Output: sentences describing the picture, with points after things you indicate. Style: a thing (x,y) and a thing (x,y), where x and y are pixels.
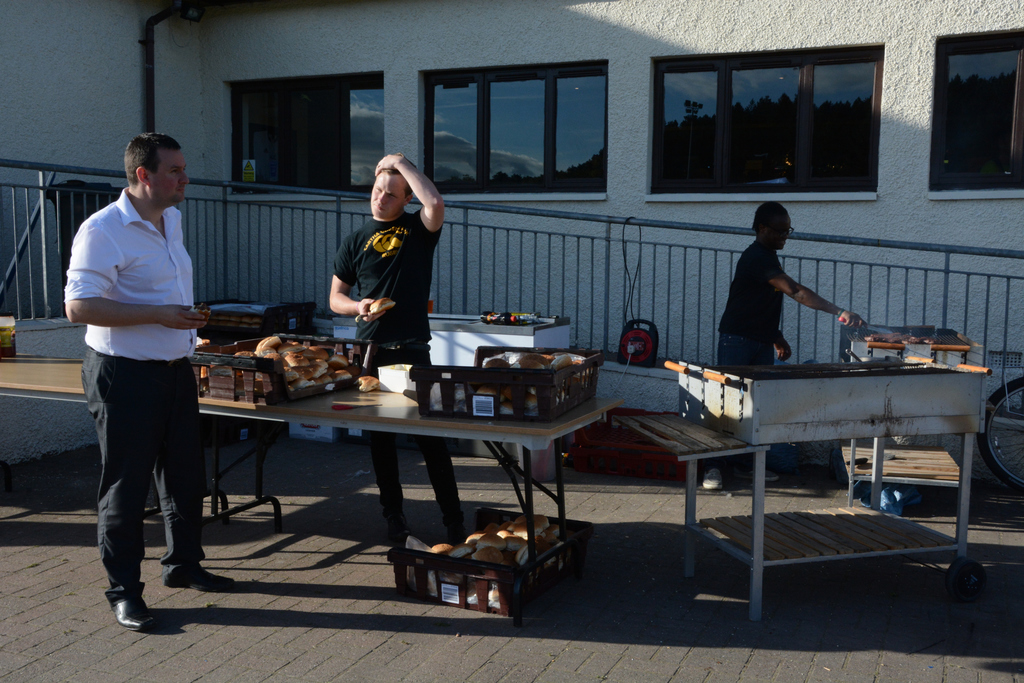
As we can see in the image there is a wall (212,52), three people (407,237) over here and there is a table (372,426).
